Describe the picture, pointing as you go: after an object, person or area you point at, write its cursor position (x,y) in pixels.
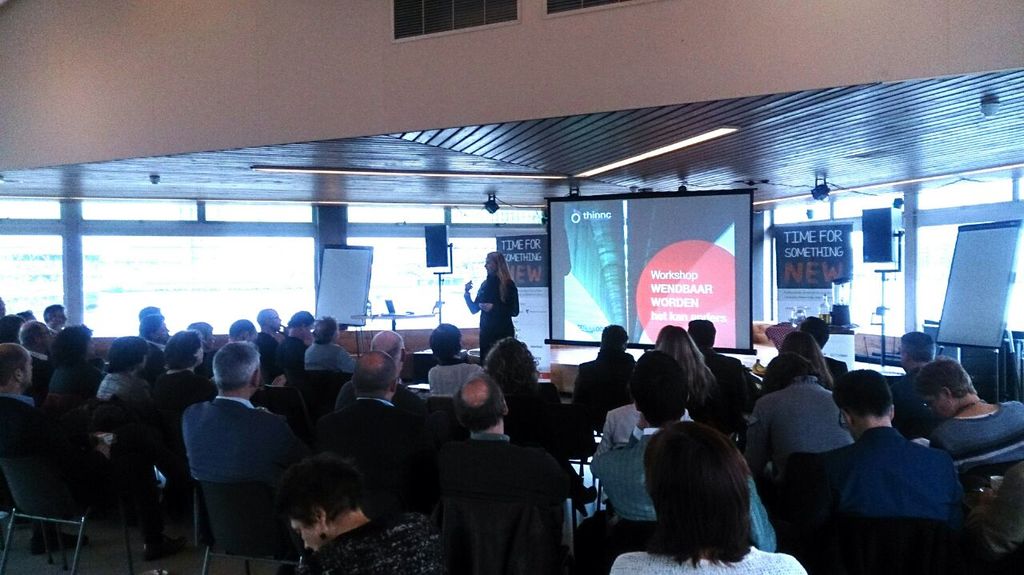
In this image there are group of people (449,450) sitting, and in the center (490,310) there is one woman (502,288) standing and talking. And also there are some boards (513,269), and screen (741,274). On the boards (523,238) there is text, and on the screen (654,240) there is text (679,305) and in the background (201,265) there are glass windows (238,265) and some objects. At the top (305,155) there is ceiling (568,160), and at the top of the image (453,26) there are windows (490,12).
